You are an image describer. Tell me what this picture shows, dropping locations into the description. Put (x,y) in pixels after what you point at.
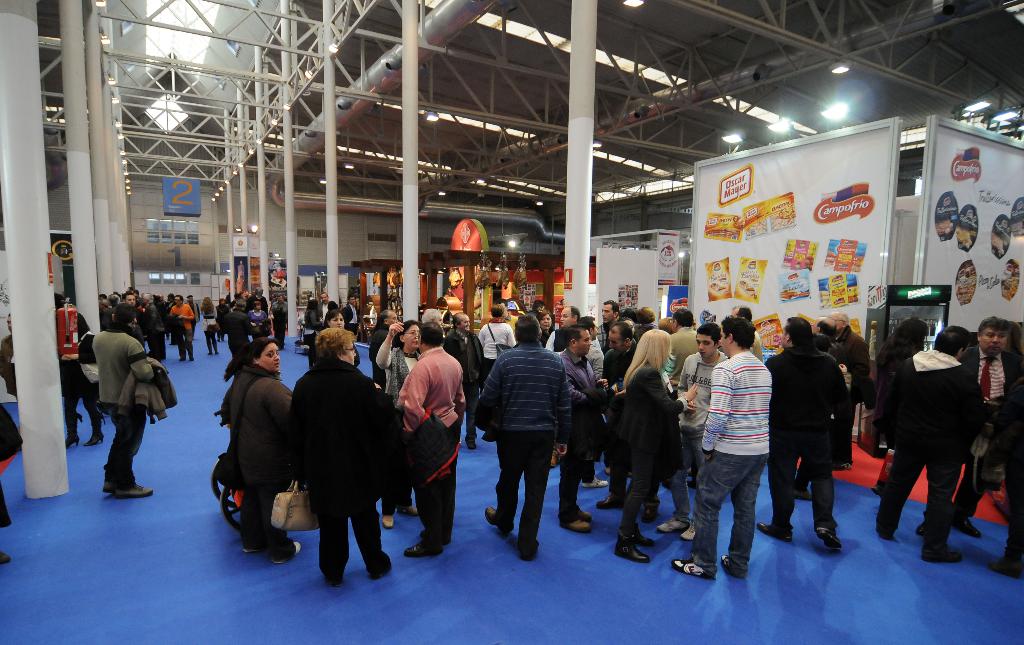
In this images we can see few persons (341,580) are standing and walking on the floor (170,413) and among them few are carrying bags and jackets (166,393) in their hands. In the background (293,239) we can see poles (31,243), lights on the ceiling (557,38), hoardings (236,269), machines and objects (488,313).
